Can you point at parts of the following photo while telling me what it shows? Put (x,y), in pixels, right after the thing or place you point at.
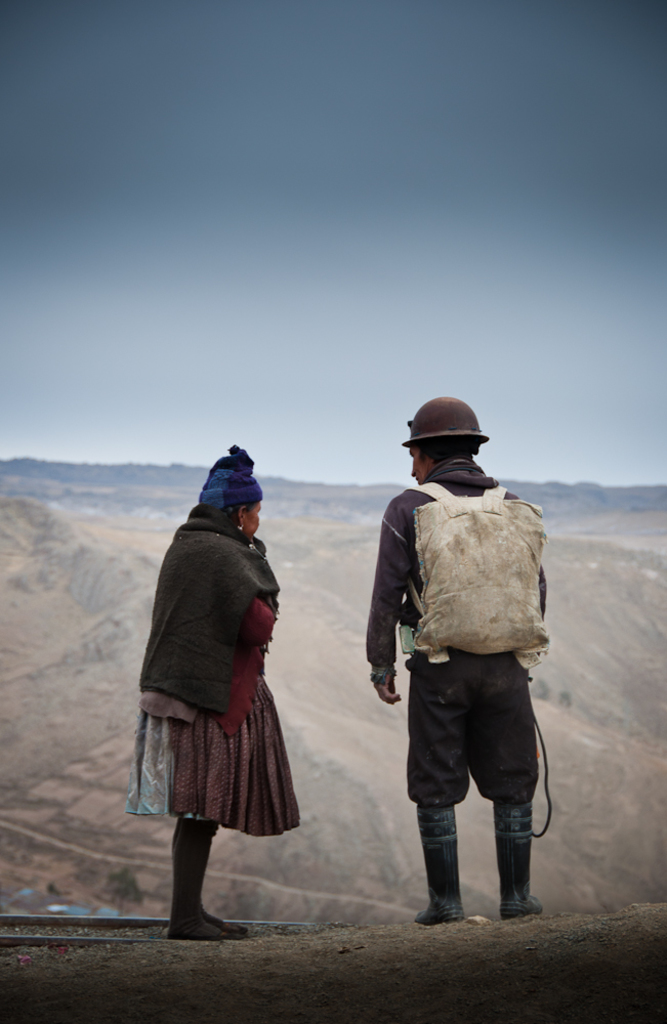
As we can see in the image in the front (220,823) there are two people (227,562) standing. The man (482,688) on the right side (505,618) is wearing a helmet (446,407) and bag (499,621). At the top (341,251) there is sky (272,205).
